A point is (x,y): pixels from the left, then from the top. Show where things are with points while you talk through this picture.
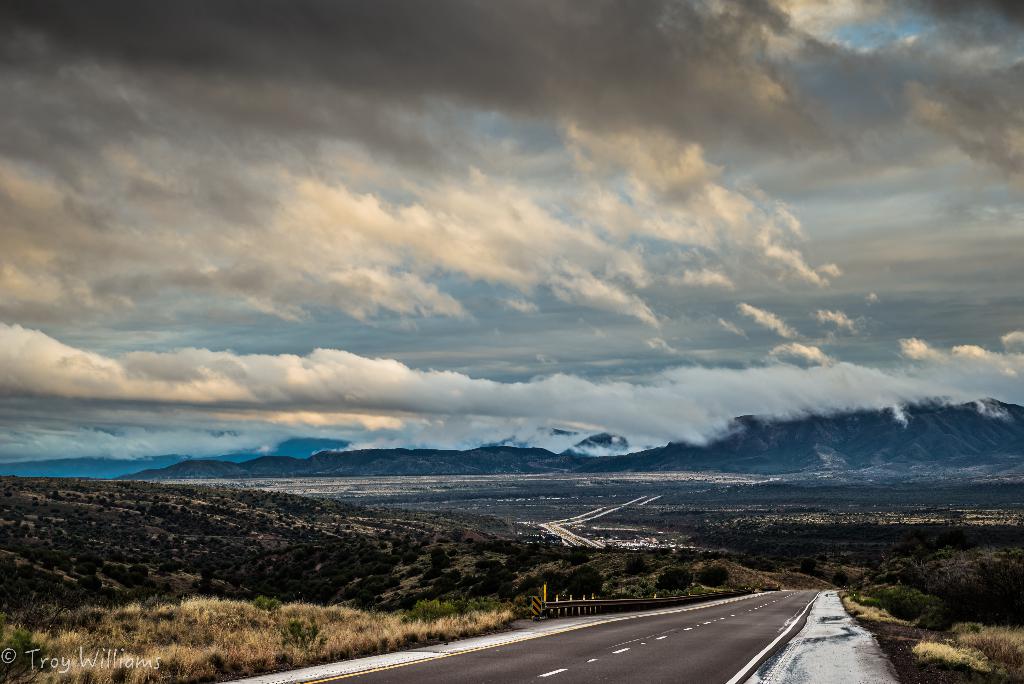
In this image there is the sky (551,144) truncated towards the top of the image (529,127), there are clouds (636,300) in the sky (655,264), there are mountains (590,459), the mountains (701,445) truncated towards the right of the image (946,435), there are plants (603,550), there are plants (948,566) truncated towards the right of the image (973,569), there are plants (95,549) truncated towards the left of the image (39,541), there are plants (156,620) truncated towards the bottom of the image (195,665), there is road (672,632) truncated towards the bottom of the image (645,650), there is the text (84,658) truncated towards the bottom of the image (100,664).
